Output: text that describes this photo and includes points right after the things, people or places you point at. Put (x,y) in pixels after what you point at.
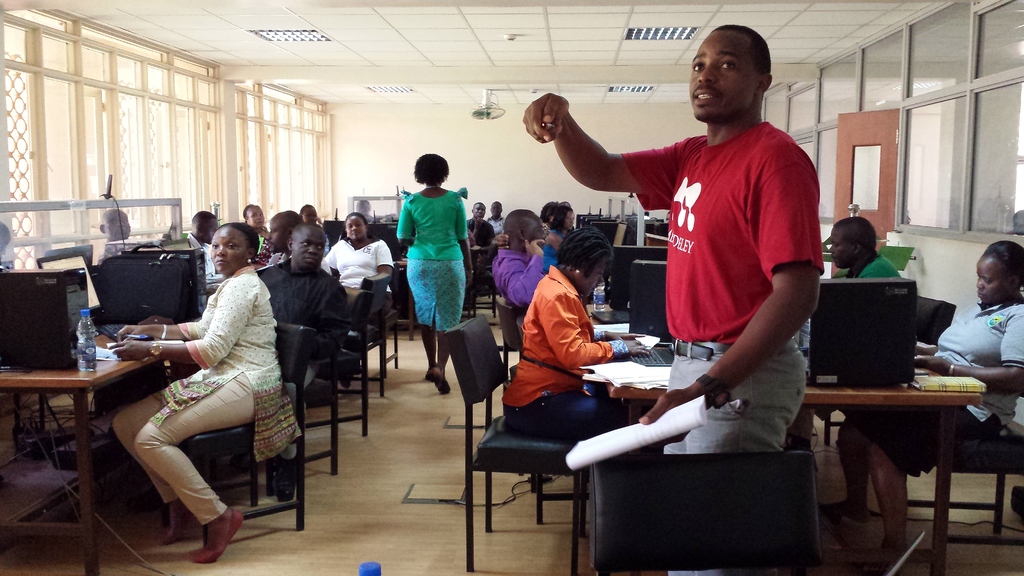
The image contain a lot of tables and on the tables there are computers (202,286) and many people (361,234) were sitting in front of those computers (834,343) and two people (736,239) are walking on the floor (432,450) in between those people (579,265), on the right side (884,159) there is a door (882,136) and a lot of windows (878,105).
